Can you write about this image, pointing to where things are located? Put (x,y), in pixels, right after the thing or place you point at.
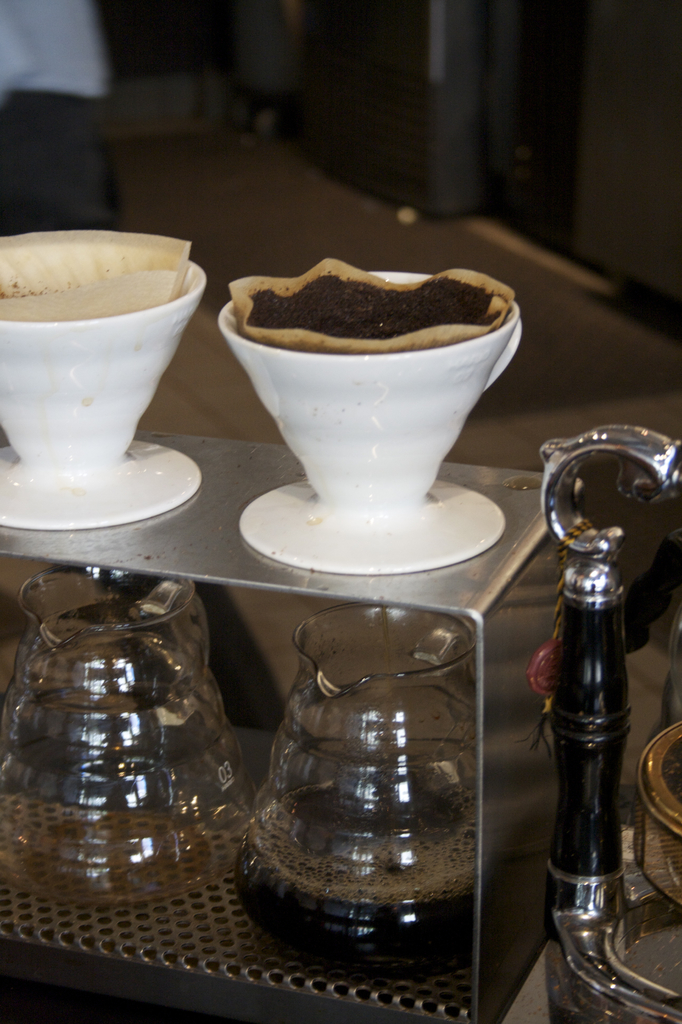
In the image i can see the coffee's (418,306) and glasses (373,741) on the table (450,475).
